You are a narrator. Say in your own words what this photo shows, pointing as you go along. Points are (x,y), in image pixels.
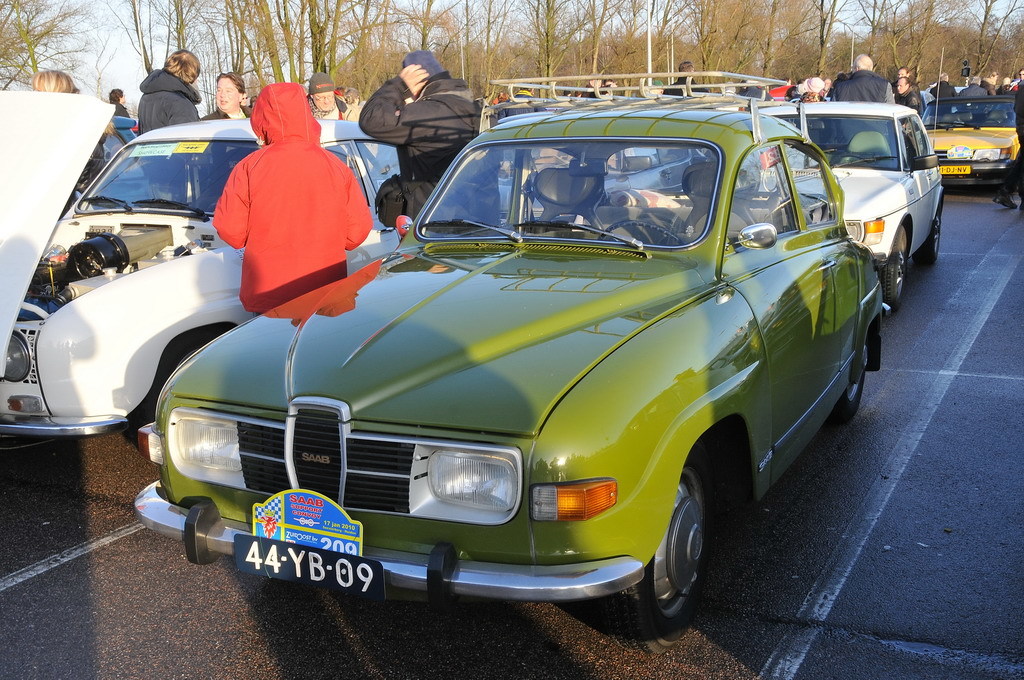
In this image I can see number of cars (676,176) and number of people (872,91) are standing near the cars (339,146). I can also see most of people (470,129) are wearing jackets (443,115). In the background (260,71) I can see number of trees (541,33), few poles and the sky (127,42).
